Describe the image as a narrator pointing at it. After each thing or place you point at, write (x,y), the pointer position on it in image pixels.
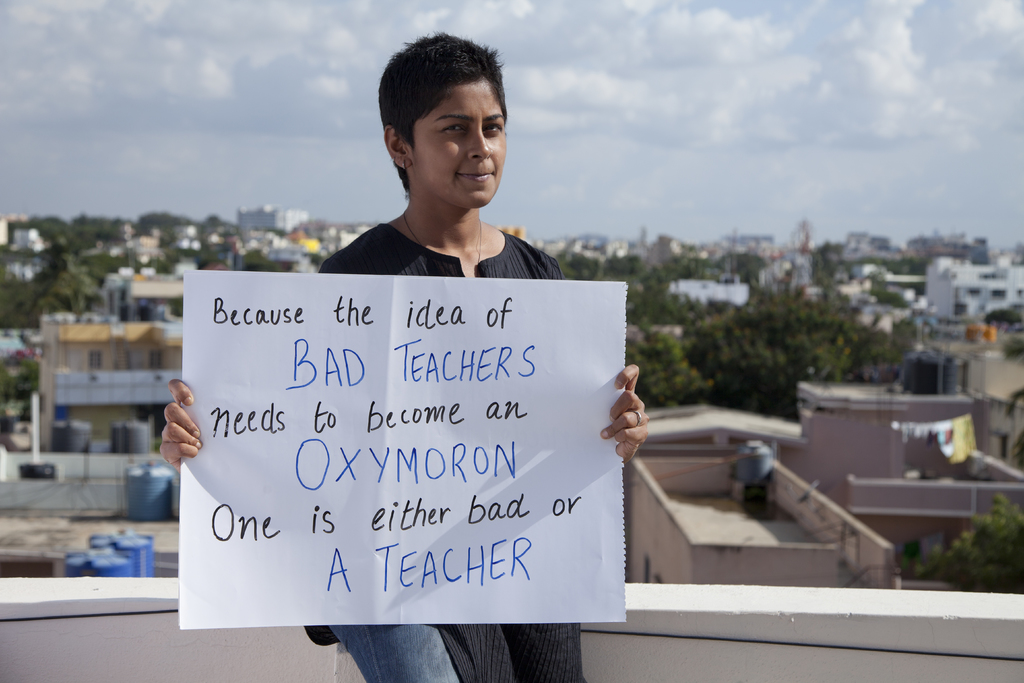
In the image I can see a person (459,166) who is holding the note (437,473) on which there is something written and behind I can see the view of a place where we have some buildings (30,517), houses (1012,364) and some trees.
